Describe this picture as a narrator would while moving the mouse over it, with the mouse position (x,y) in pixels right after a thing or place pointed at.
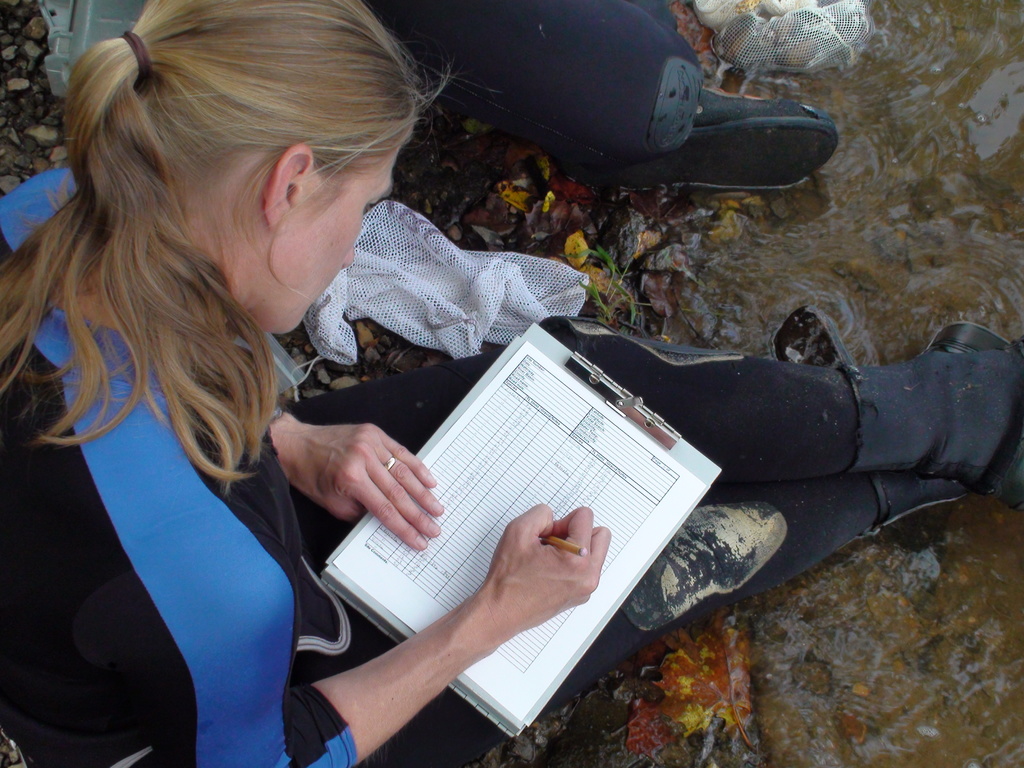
In the image in the center (587,494), we can see one woman (341,539) sitting and writing something on the paper (599,488). In the background (728,56) there is water (717,82), one cloth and a few other objects (724,125).
